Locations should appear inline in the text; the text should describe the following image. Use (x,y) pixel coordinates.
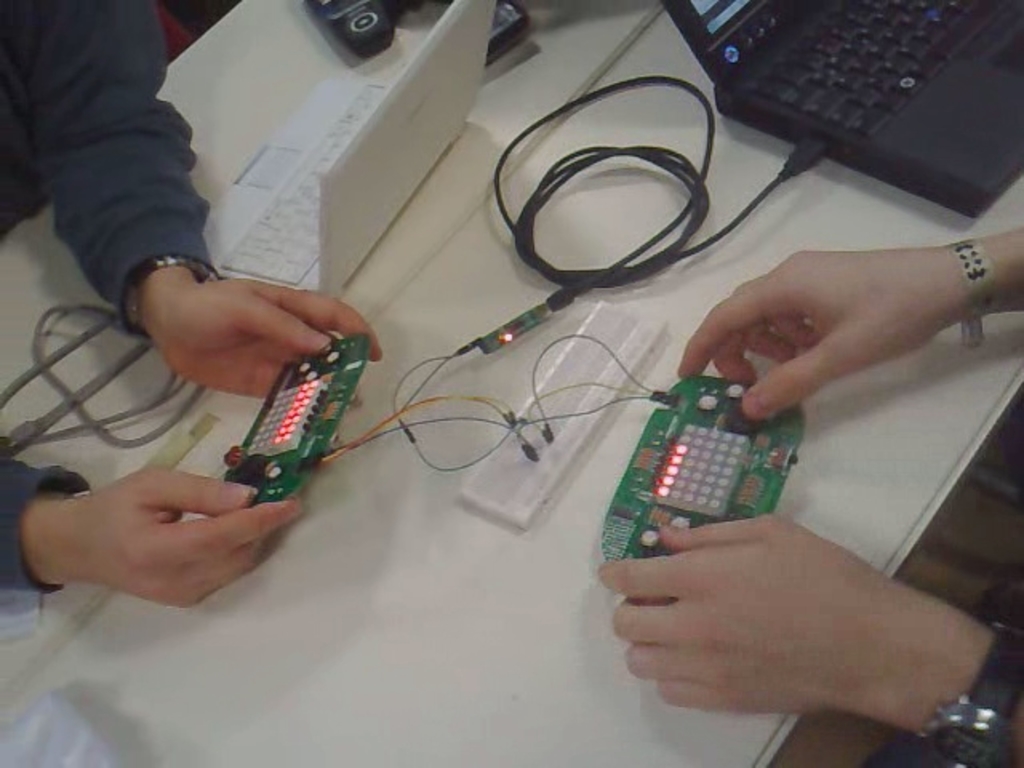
In this image, there is a table (403,368) with laptops (785,84), cables (662,237) and few other objects (541,500). On the left (216,518) and right side of the image (817,623), I can see the hands (289,361) of two people (708,579) holding the objects (300,460).
